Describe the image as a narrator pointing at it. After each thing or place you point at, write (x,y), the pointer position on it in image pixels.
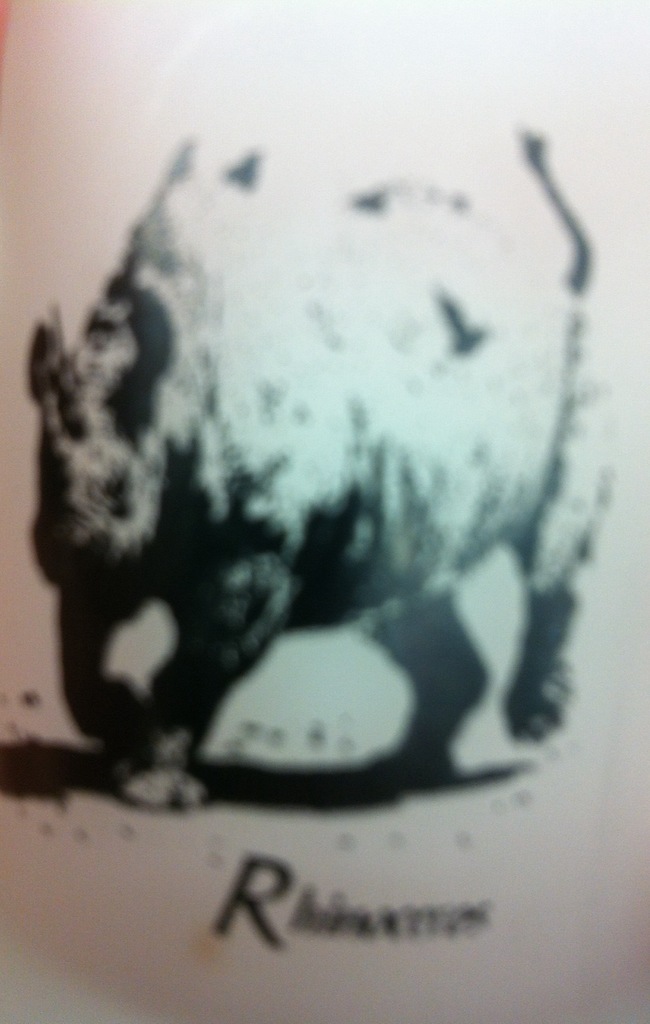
It is a poster (351,456). In this image there is a depiction of a rhinoceros (300,585) and there is some text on the bottom of the image (309,888).
